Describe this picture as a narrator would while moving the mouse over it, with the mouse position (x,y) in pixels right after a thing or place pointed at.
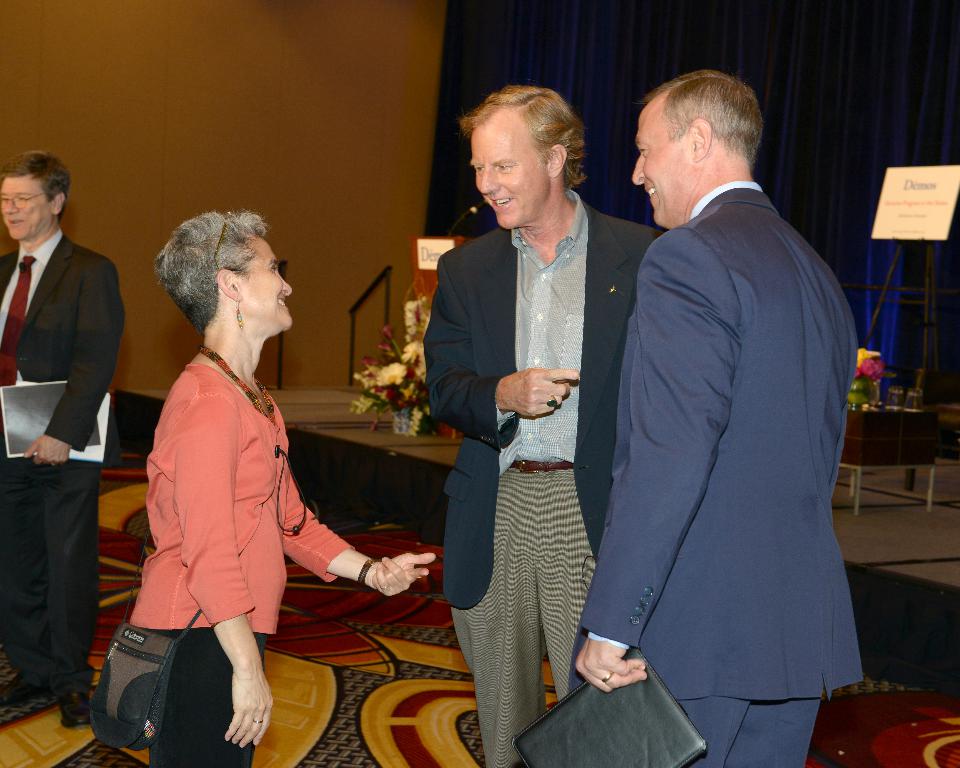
In the image in the center (611,260) we can see few people (494,280) were standing and they were smiling, which we can see on their faces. And they were holding some objects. In the background (899,309) there is a wall (400,275), table (879,425), curtain (887,23), stage (896,470), carpet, flowers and few other objects (931,227).
